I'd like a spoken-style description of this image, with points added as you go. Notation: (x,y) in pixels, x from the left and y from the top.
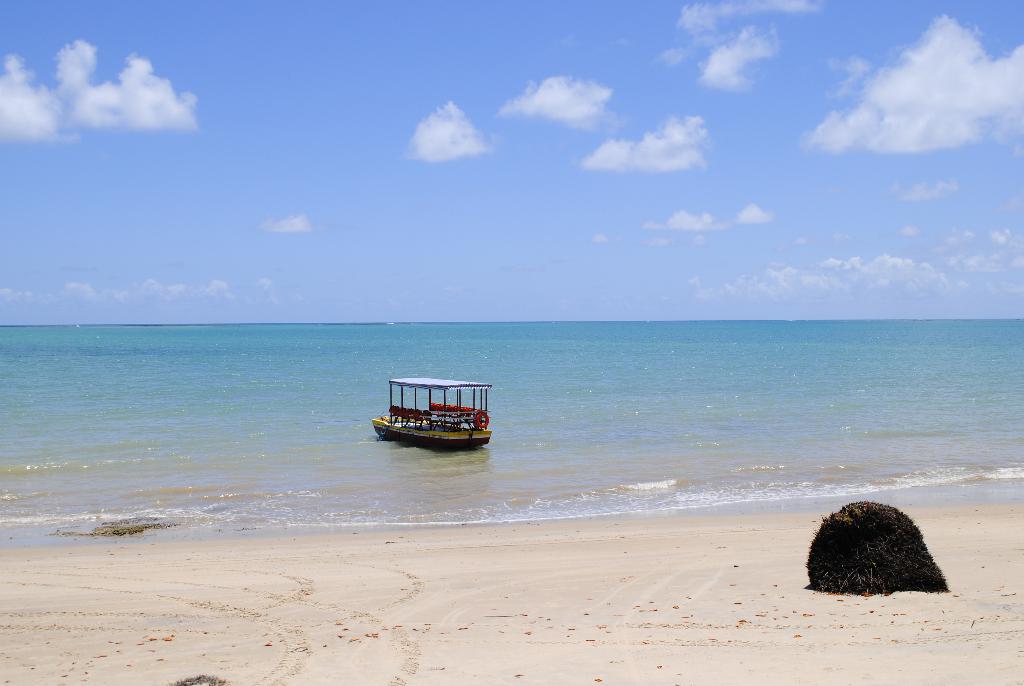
In this image I can see the black color object (831,570) on the sand (575,629). In the background (310,434) I can see the boat (406,424) on the water (307,385), clouds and the sky (423,189).
